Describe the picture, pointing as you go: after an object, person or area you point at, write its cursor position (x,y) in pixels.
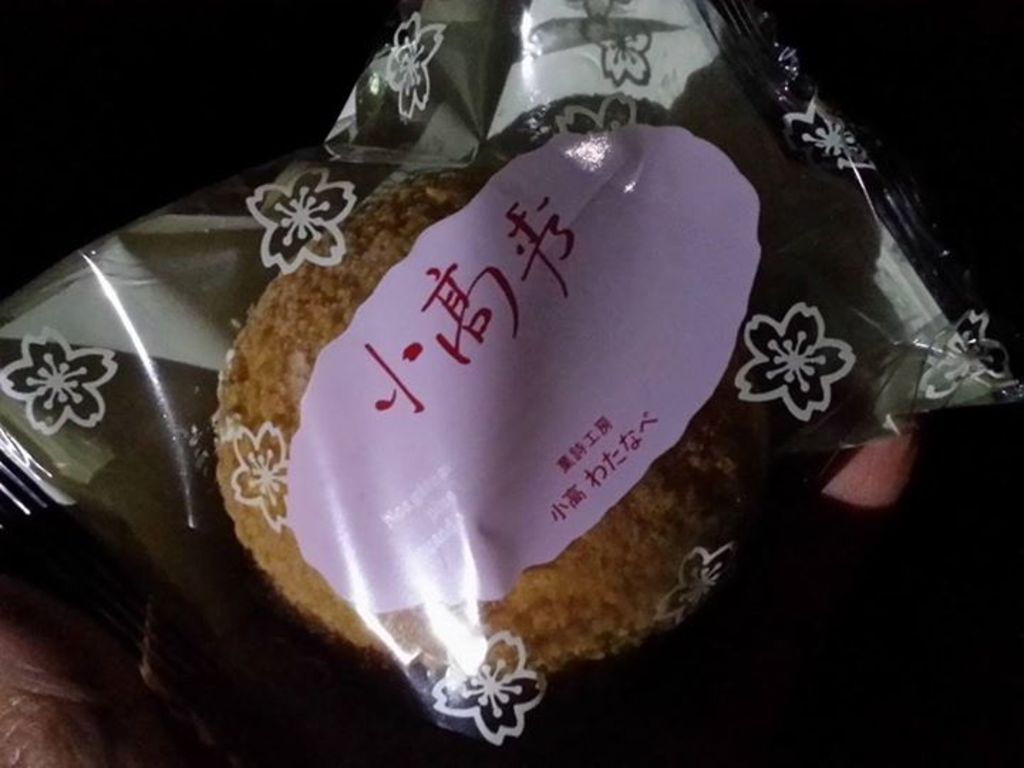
This picture shows some food (325,484) in polythene cover (785,449) and we see text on the cover (201,191).
